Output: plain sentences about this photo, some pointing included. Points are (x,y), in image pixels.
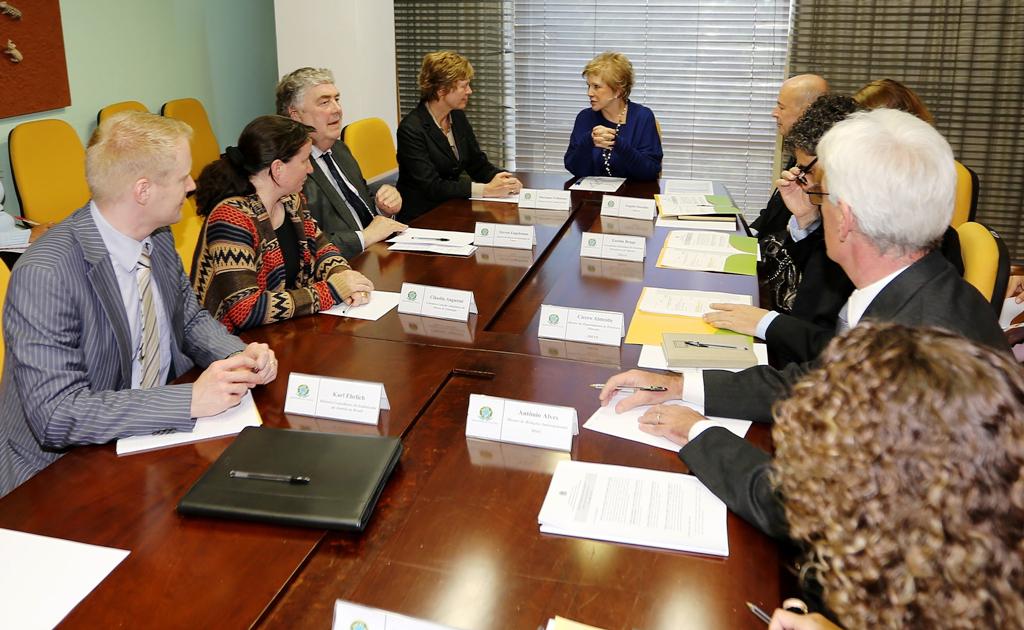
In this picture we can observe some people (331,198) sitting in the yellow color chairs (382,160) around this brown color table (445,395). We can observe name boards (517,426), papers (658,534) and pens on this table (452,559). There are men (143,289) and women (627,124) in this picture. In the background (492,50) we can observe a curtain (455,42) which is in brown color. On the left side (147,34) we can observe green color wall (144,61).
